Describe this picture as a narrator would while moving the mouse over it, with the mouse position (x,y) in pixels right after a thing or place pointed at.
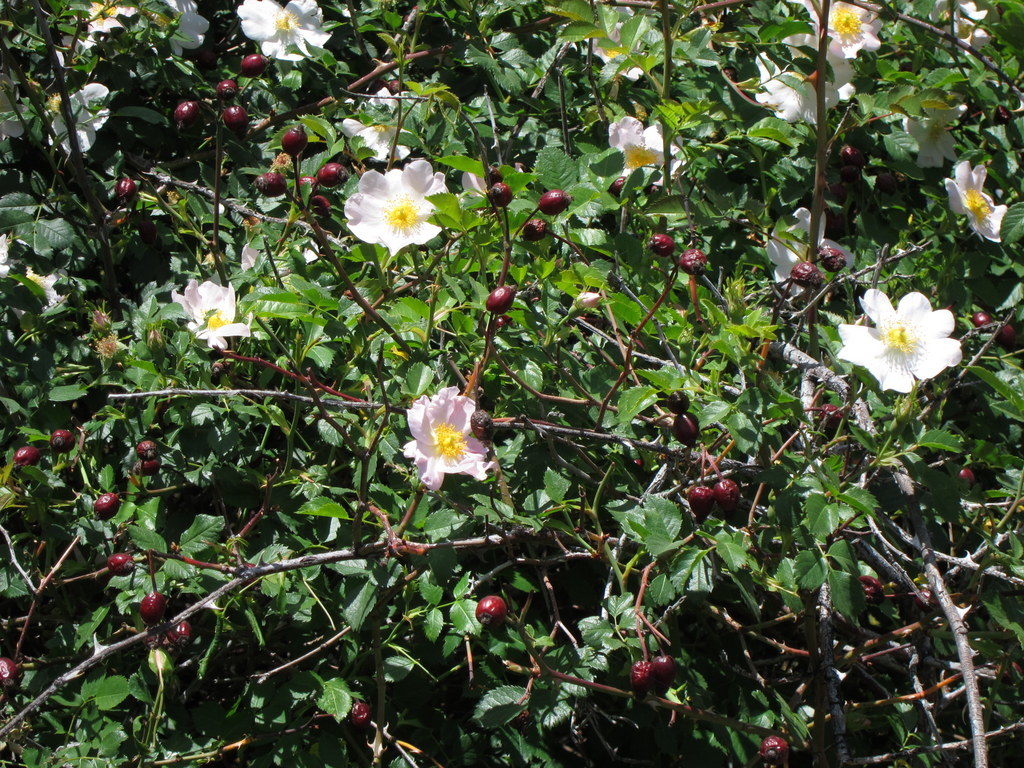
In the center of the image (377,467) there are plants (618,246) with flowers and fruits (547,204).
